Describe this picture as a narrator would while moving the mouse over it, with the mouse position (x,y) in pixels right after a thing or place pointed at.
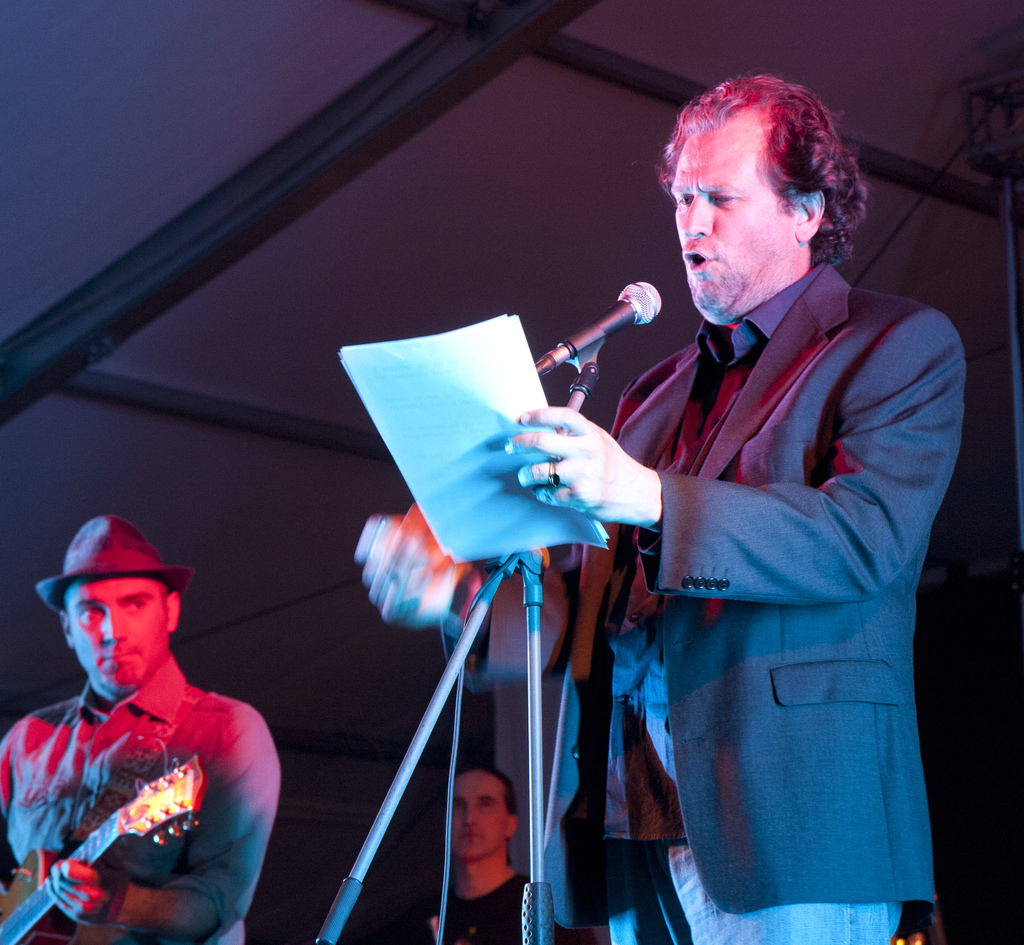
In this picture we can see a man (691,256) standing in front of a mike (636,320) holding paper (444,413) in his hand (651,489) and singing. At the left side of the picture (166,749) we can see one man (132,680) wearing a hat (100,559) and playing a guitar (146,819). Behind to this man (78,878) we can see other person (453,842).
